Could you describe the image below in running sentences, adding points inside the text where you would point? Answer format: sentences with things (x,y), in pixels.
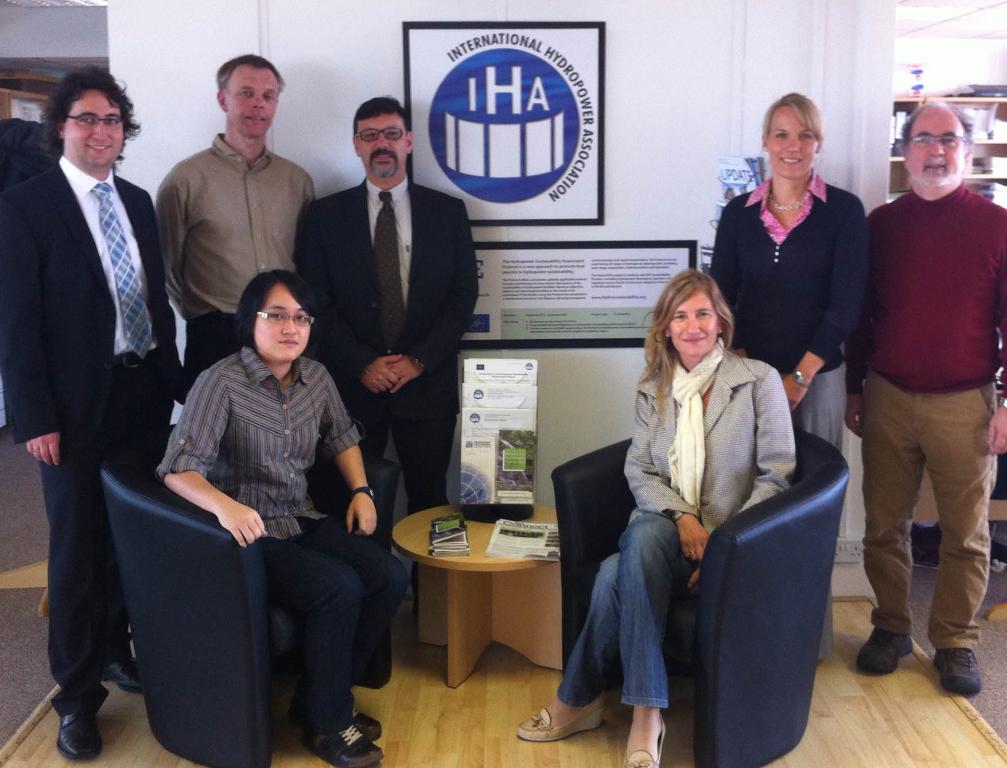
In this picture we can see some people (401,254) are standing and two persons (640,510) are sitting on the chairs (729,632). This is the floor (841,727) and there is a table (478,549). And on the background (671,99) there is a wall (637,99). This is the poster (590,187). Even we can see a rack (995,124) here.
